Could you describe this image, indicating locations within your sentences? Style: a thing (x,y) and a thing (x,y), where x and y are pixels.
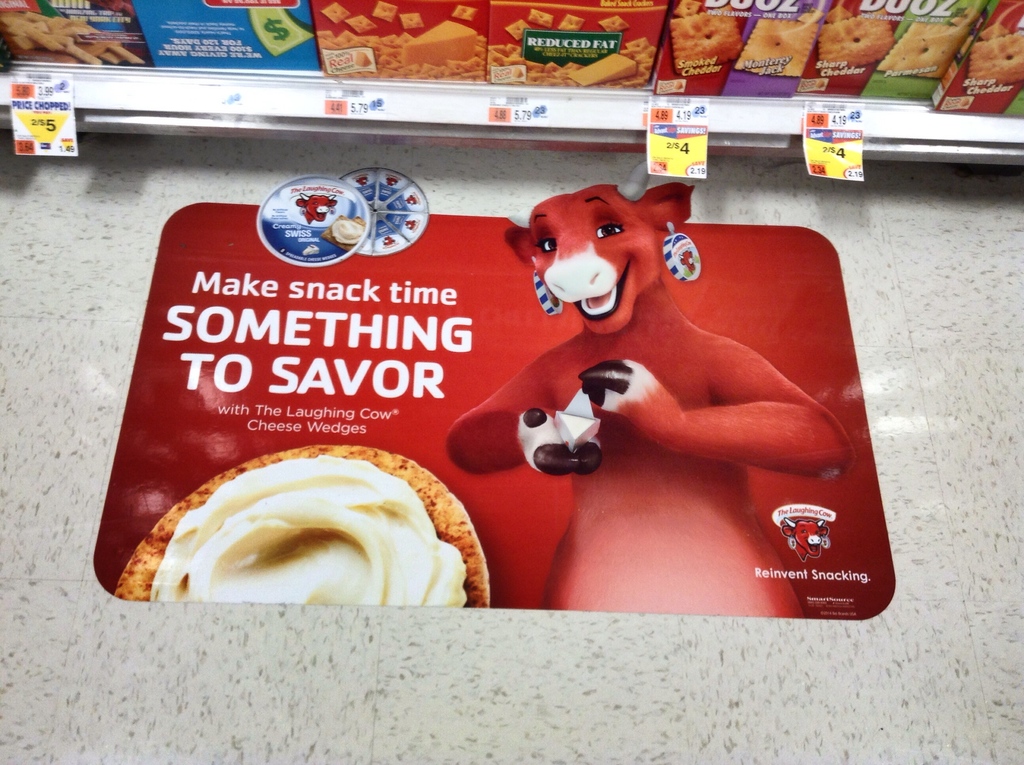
At the bottom of the image (386,707) there is floor (238,619). There is a poster (160,341) on the floor (39,379) with text (220,312) and depiction (535,469) of a animal (618,435). In the background of the image (447,11) there are food items (474,18) arranged in a rack (133,71).
